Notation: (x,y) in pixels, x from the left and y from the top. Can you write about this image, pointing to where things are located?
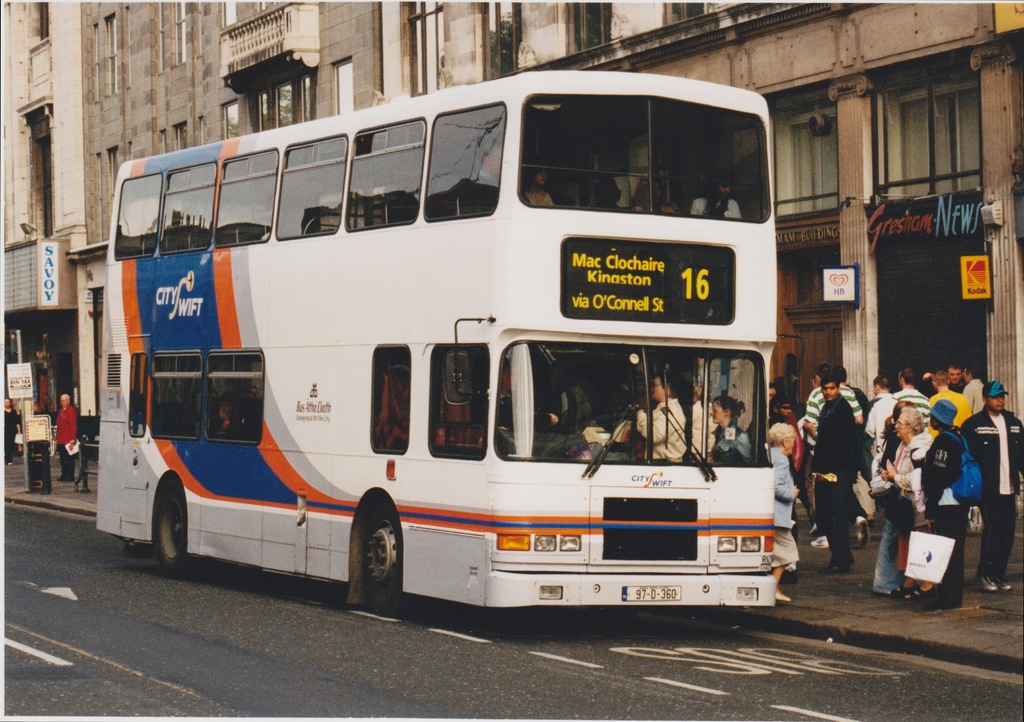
People (659,411) are inside this vehicle (418,339). Beside this vehicle (330,199) there are buildings (55,83) and windows (891,164). Here we can see boards (853,267). On footpath (821,614) there are people (14,420).
